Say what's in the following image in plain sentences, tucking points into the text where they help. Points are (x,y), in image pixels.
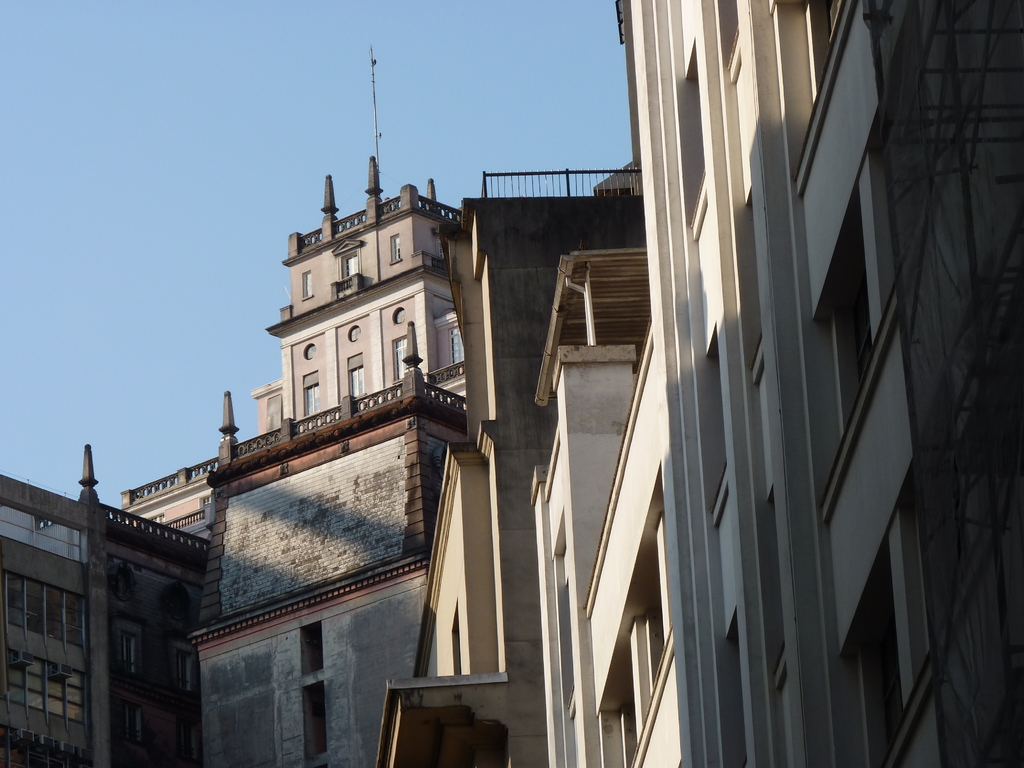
In this image we can see few buildings (408,371). At the top (299,158) we can see the sky (150,131).
